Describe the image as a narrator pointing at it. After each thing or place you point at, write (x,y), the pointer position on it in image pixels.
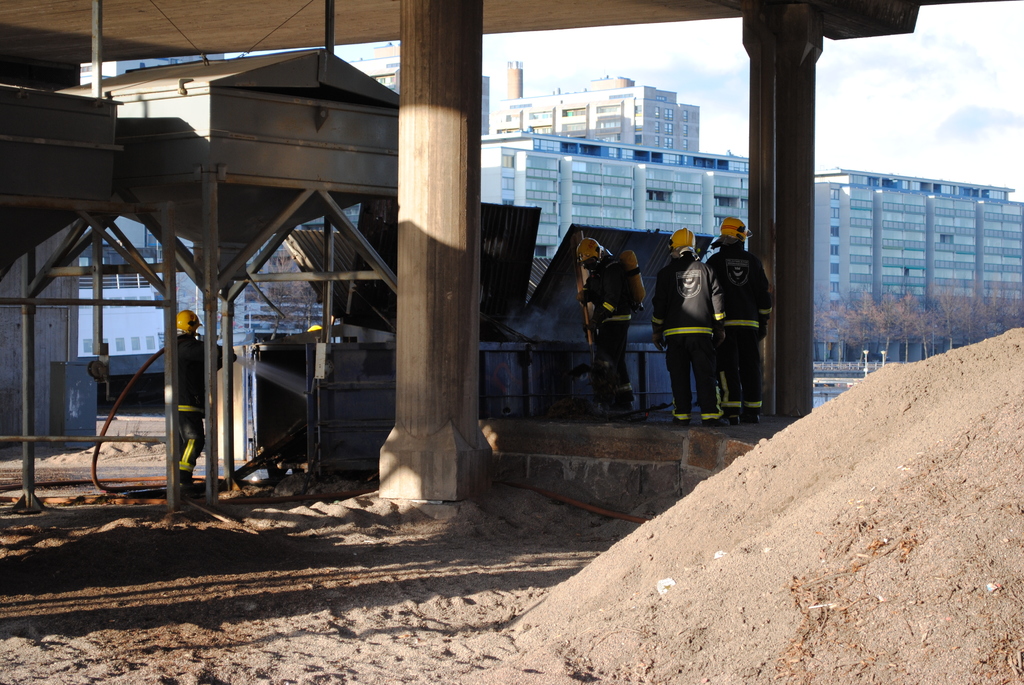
In the image in the center (445,317) we can see construction area (338,137), pillars (425,76), roof (74,37), sand (345,505) and four persons (748,307) were standing and they were wearing helmet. In the background (505,139) we can see sky (1011,111), clouds (932,161), buildings (982,207), trees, poles (865,352), wall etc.
